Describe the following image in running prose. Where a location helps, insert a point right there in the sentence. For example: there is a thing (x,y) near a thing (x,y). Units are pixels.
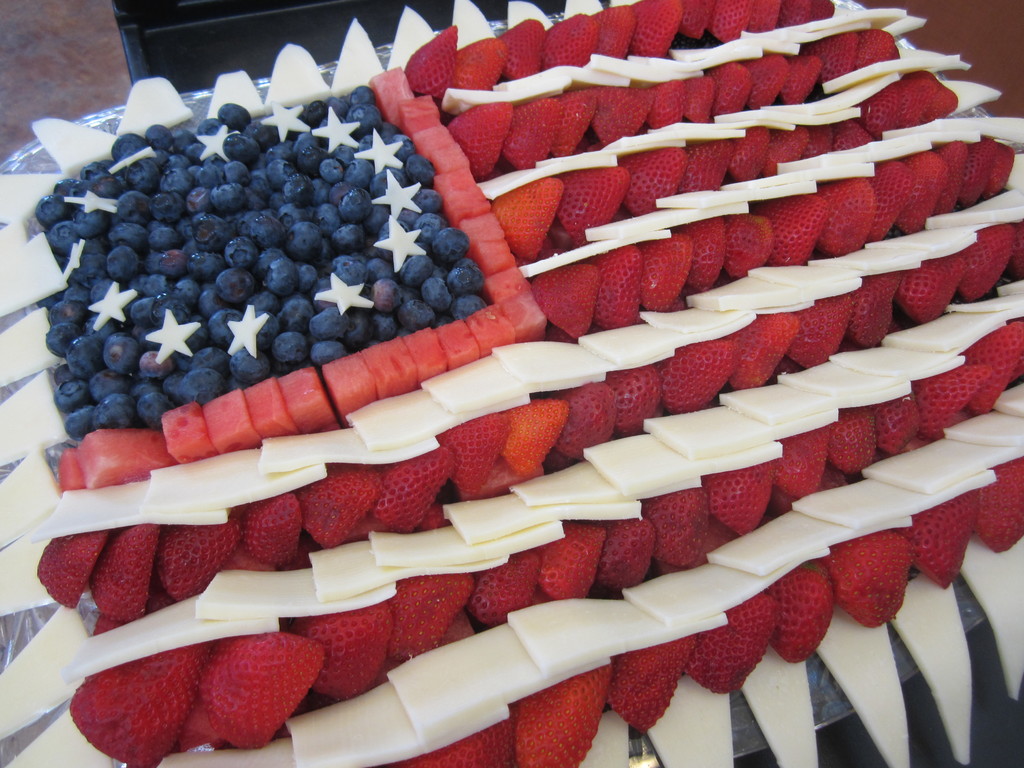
In this image, we can see strawberries (653,240), blueberries (269,184), watermelon slices (238,441) and some other slices (676,470) which are in white color. At the top (115,112), there is a silver color tray (200,102) and we can see a black color object (224,34).
